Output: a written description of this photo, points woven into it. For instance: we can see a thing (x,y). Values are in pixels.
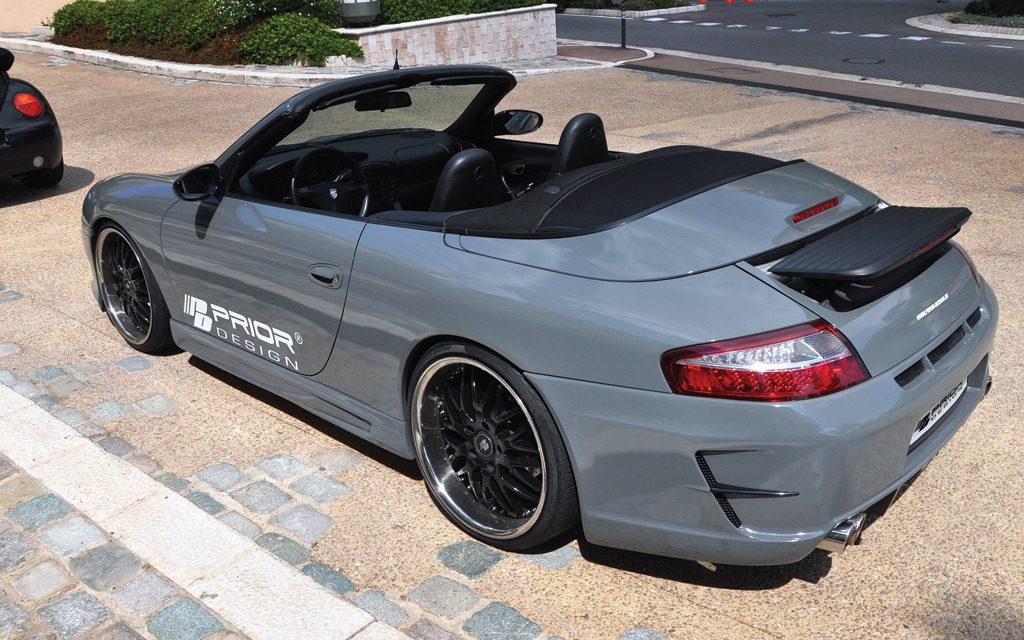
In this image I can see two cars (587,222). Among them one car (524,304) is in grey color and the black color seats (470,193) can be seen. In the back (325,50) there are plants (289,50), roads (900,55) with white color lines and a pole (625,17) to the side of the road (627,40).
